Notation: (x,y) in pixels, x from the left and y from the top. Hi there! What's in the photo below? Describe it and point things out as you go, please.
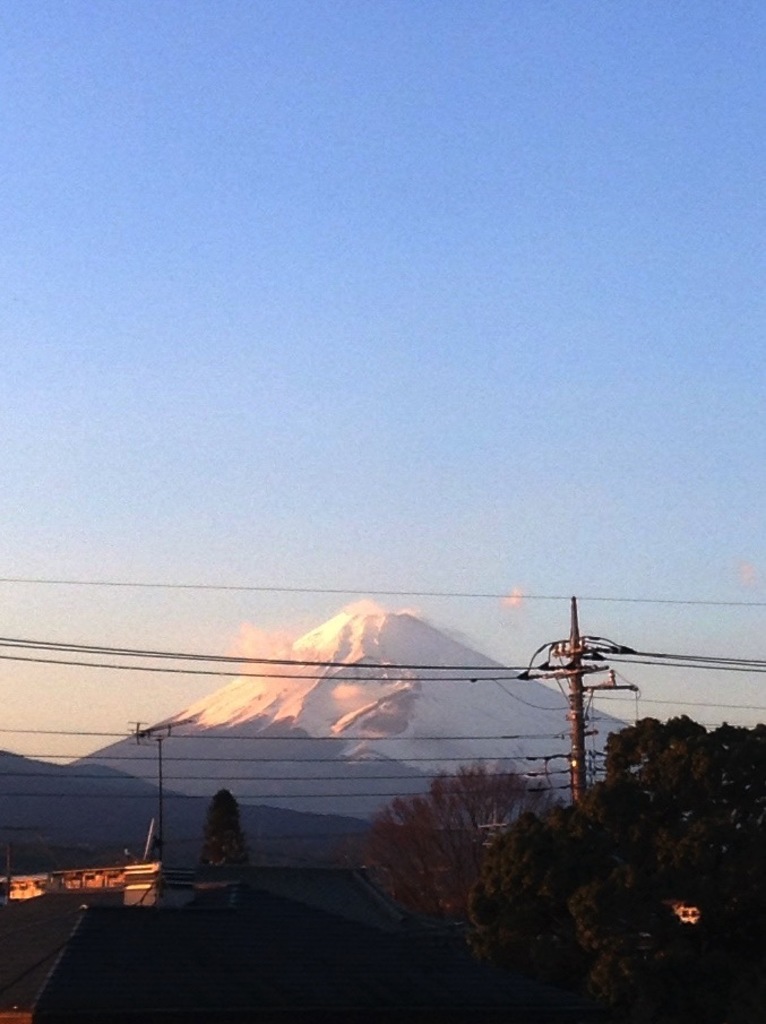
In this image, there are a few poles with wires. We can see some hills (467,743). There are a few trees (544,850) and houses (78,879). We can see the roofs (12,934) and the sky (279,562). We can also see an object (255,931) at the bottom (255,931).
